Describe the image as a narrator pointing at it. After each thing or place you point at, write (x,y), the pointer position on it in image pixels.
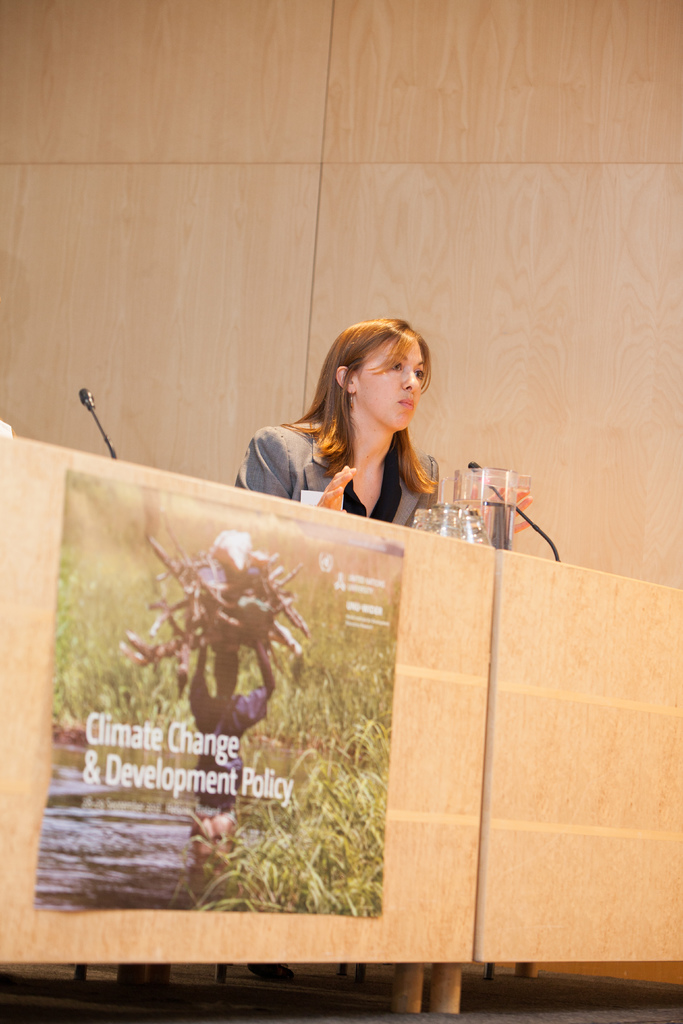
In the foreground of the picture (436,577) there are tables (301,515), on the table (416,553) there are glasses (475,523), jar (476,476), microphone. In the center of the picture (383,396) there is a woman (392,411). In the background (110,6) it is wall (357,300).
